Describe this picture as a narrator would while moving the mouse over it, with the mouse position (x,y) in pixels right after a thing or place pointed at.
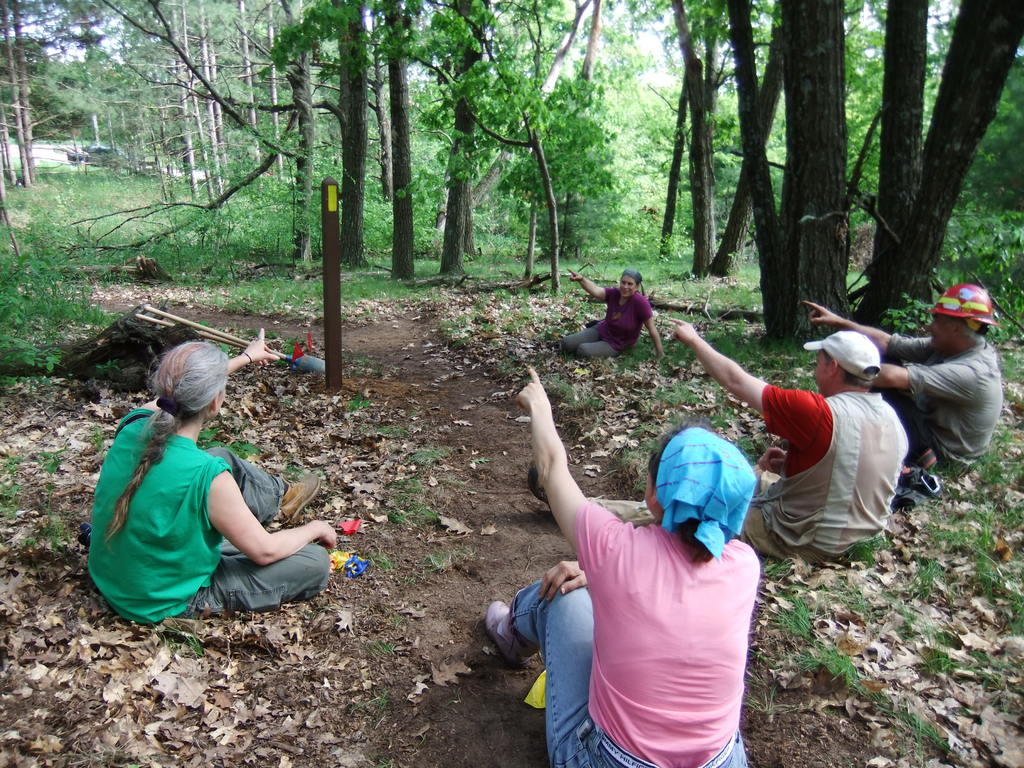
In this image we can see a few people (540,497) sitting, near that we can see pole (337,249), after that we can see grass (147,199) and dried leaves (945,712), we can see trees (346,202) and plants (316,238), at the top (34,37) we can see the sky (627,30).
